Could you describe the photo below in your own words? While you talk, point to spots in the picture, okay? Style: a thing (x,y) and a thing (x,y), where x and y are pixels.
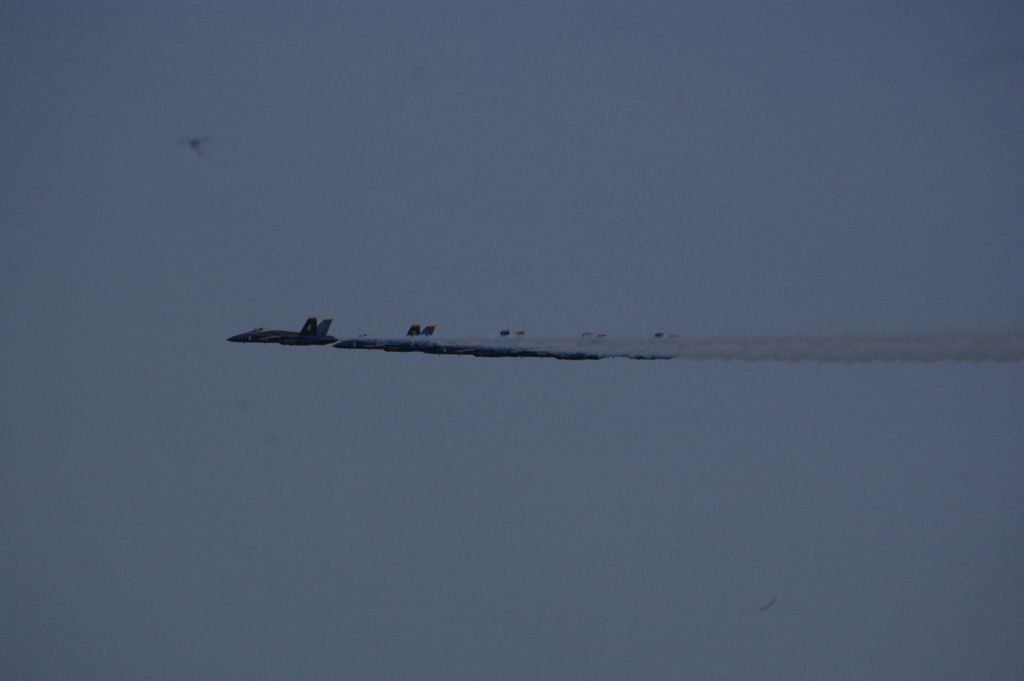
In this picture I can see aircrafts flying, and in the background (529,167) there is the sky (482,434).
